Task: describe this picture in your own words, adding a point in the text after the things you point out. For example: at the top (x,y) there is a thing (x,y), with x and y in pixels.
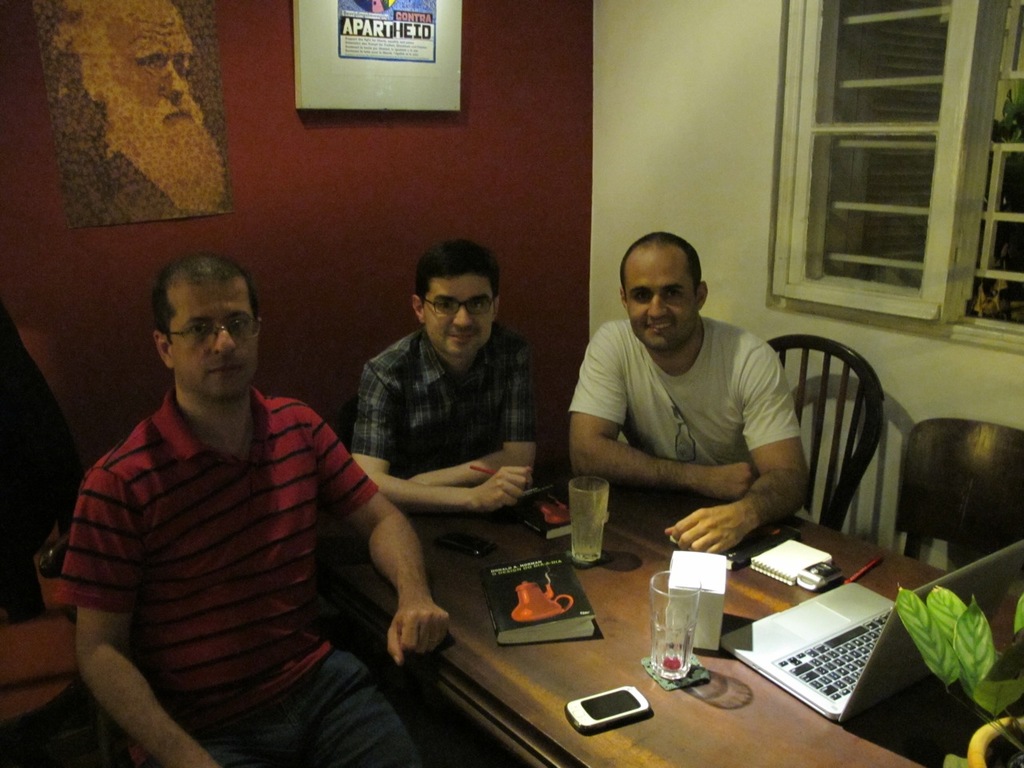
There are three persons (491,410) sitting in the chairs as we can see in the middle of this image (460,432). There is a laptop (793,660), glasses (683,599) and some books (563,563) and a mobile phone (622,691) is kept on a table (629,612) at the bottom of this image (645,630). There is a wall (756,257) in the background (527,250). There is a window (816,193) at the right side of this image (859,197). There are two frames (391,98) attached onto the wall (316,122).
